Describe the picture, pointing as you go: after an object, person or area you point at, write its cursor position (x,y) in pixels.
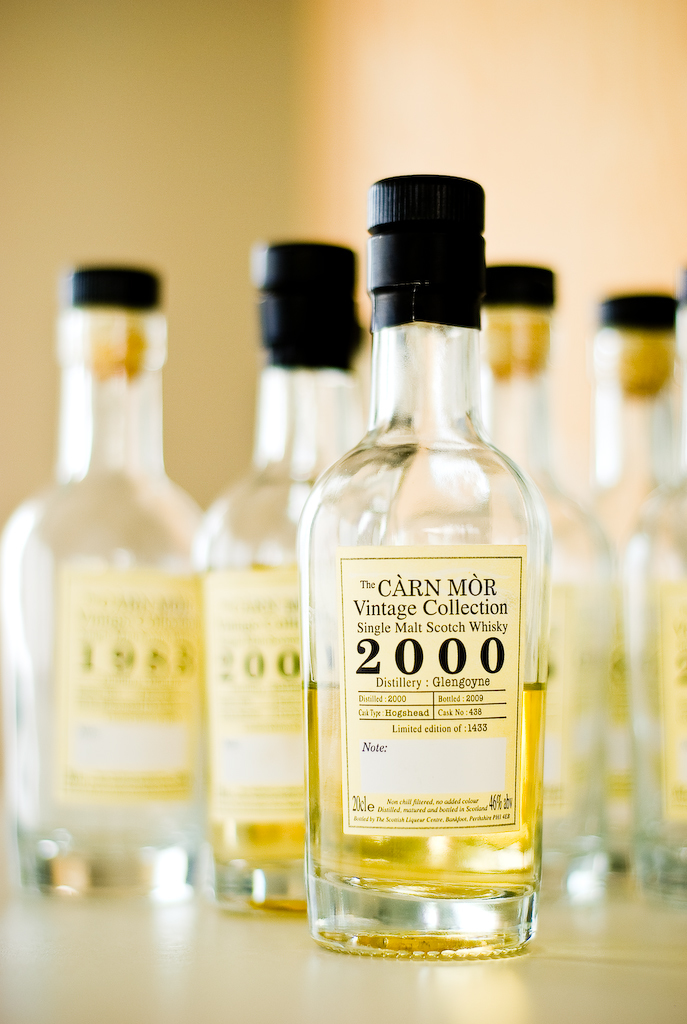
In this picture there are six alcohol bottles (273,517) placed on a table (257,970). There are labels (377,683) on the bottles (291,702). And the background (204,212) is blurred.
